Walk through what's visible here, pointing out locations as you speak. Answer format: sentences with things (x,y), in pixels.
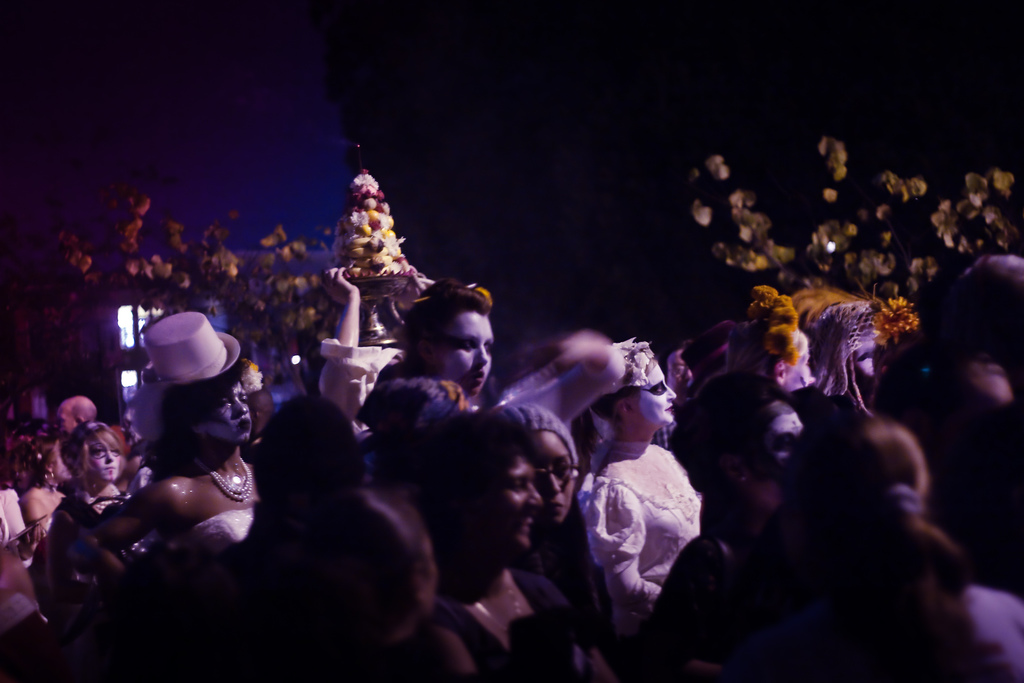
This image consists of many people (368,347) wearing costumes (611,556). To the left (197,495), the woman (147,524) is wearing white dress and a white hat (167,365). In the background (959,187), there are small plants (751,264).
